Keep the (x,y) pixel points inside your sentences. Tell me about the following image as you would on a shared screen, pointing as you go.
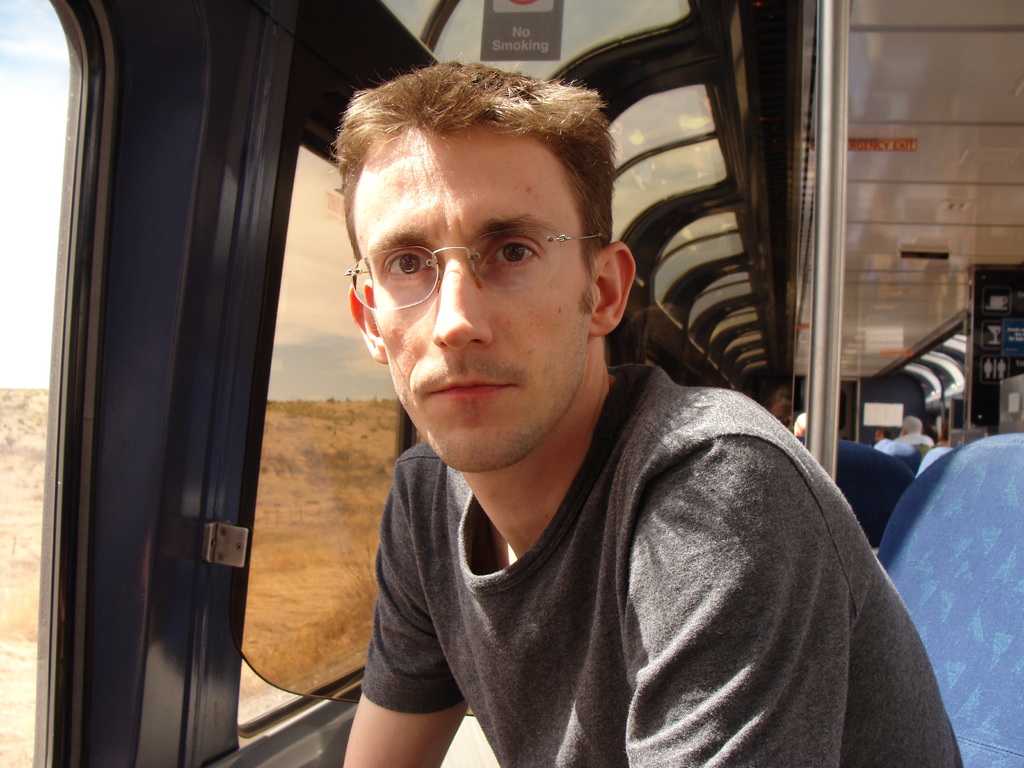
In this picture we can observe man (468,498) wearing spectacles (466,250) and a grey color t-shirt (487,592). He is sitting in a blue color seat (938,683). Behind him we can observe a pole (831,166). We can observe a window (316,436) on the left side (333,425). In the background (322,348) there is a sky (306,322) with some clouds (300,315).
